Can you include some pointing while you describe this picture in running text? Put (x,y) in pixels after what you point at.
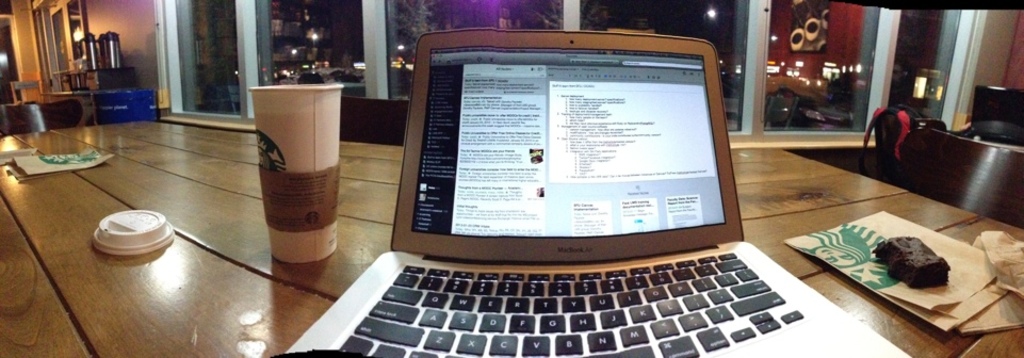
This picture is of inside the room (940,167). In the foreground (786,184) there is a table (790,171) on the top of which a glass (300,124) and a laptop (512,241) and a paper (984,270) is placed. On the right (952,134) there is a backpack (892,137) and a chair (1008,169). On the left (100,82) there is a table (109,81) on the top of which mugs (93,51) are placed. In the background (112,17) we can see the wall (112,12), windows (187,15) and a table (811,77) and chairs (792,92) and lights (711,11) through the window (826,38).
